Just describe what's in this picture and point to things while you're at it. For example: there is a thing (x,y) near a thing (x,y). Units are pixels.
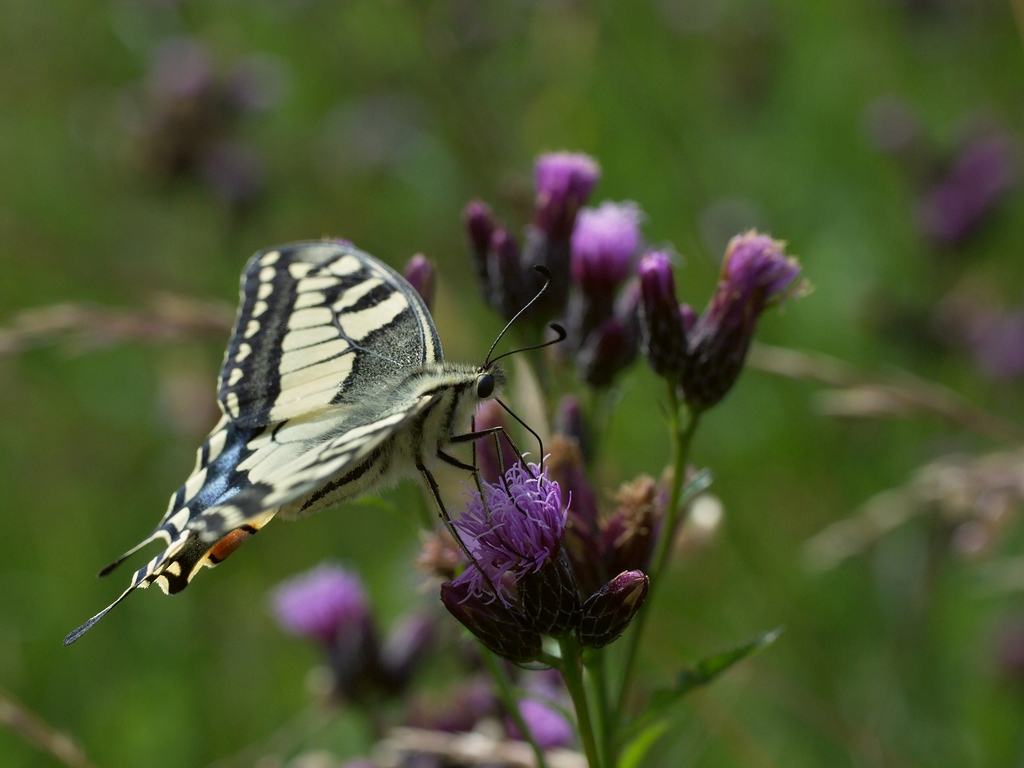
In this image I can see a butterfly (116,561). This is a macro photography of a butterfly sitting on a flower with a blurred background (807,62).
